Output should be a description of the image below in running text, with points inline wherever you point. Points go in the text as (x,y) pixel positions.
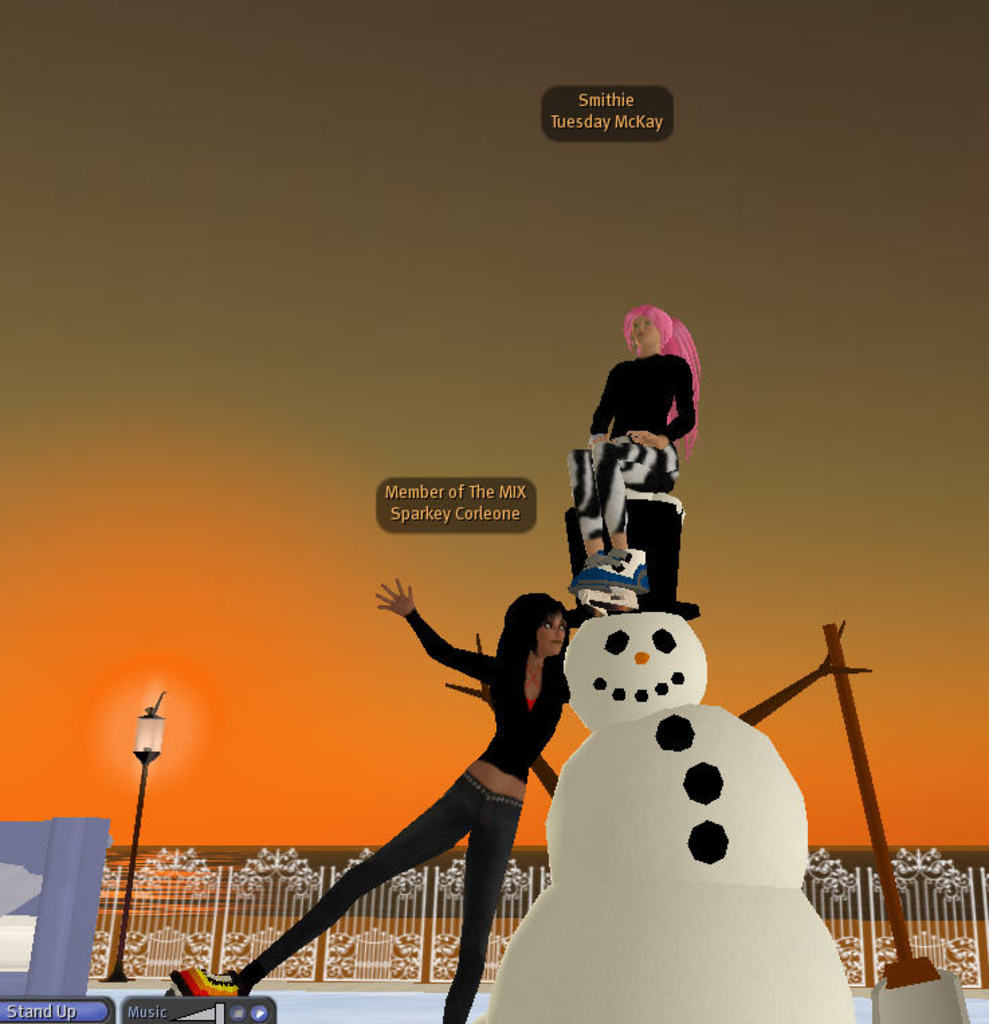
This is an animated picture we can see there is a snowman (612,829) and one person (566,697) is standing and one is sitting. Behind the people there is a pole (134,847) with light (153,757), fence (160,877) and a sky (152,812).
